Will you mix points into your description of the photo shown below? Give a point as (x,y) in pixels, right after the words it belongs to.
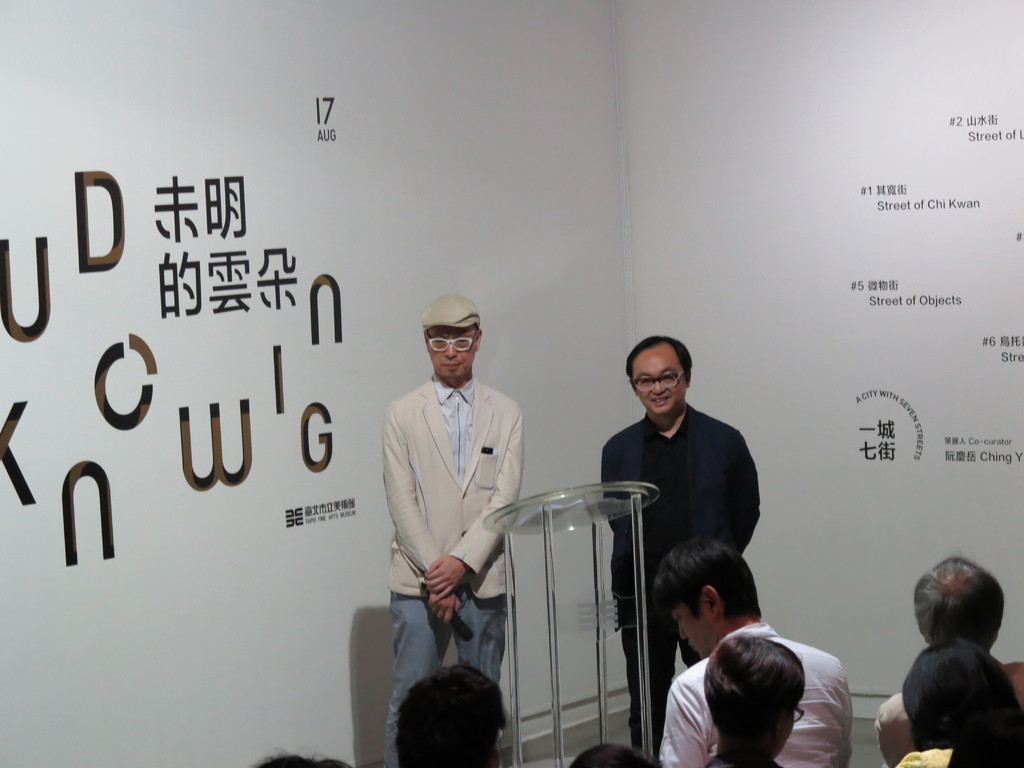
In this picture we can see some people (698,628) are sitting and talking to the opposite persons (494,487), in between them there is a stand (636,618) placed.
